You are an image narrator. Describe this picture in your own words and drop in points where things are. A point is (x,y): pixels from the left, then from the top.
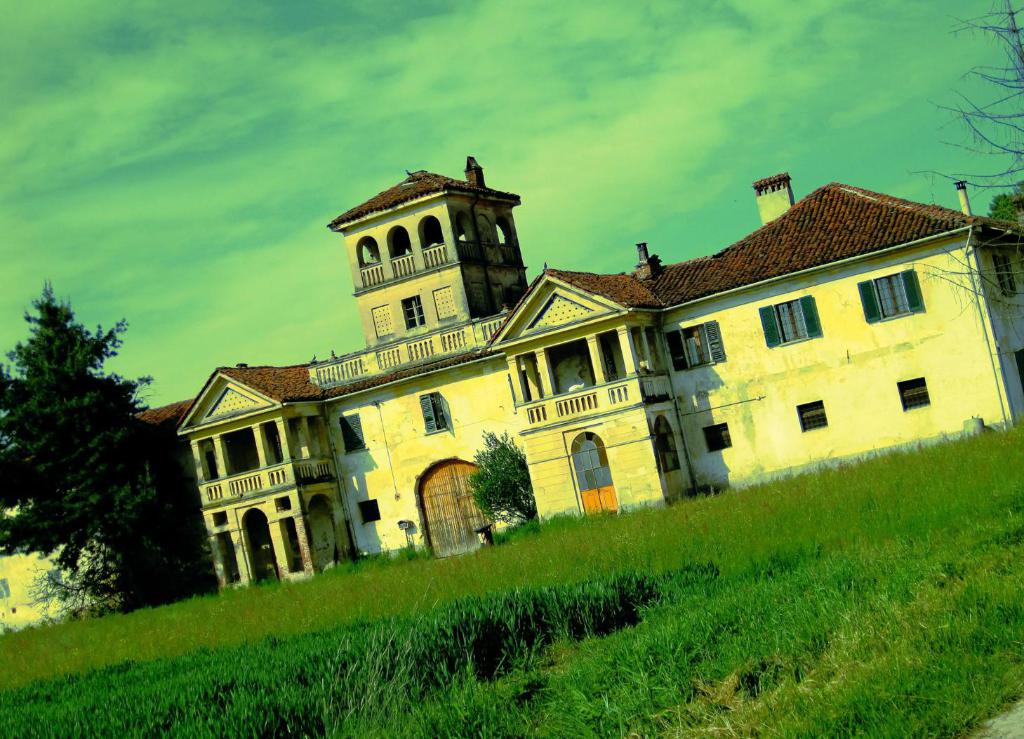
There is a grassy land (564,636) at the bottom of this image (519,716) and there is a building (552,429) in the background (600,428). We can see there is a tree (131,481) on the left side of this image (136,519). There is a cloudy sky (585,138) at the top of this image (358,154).
